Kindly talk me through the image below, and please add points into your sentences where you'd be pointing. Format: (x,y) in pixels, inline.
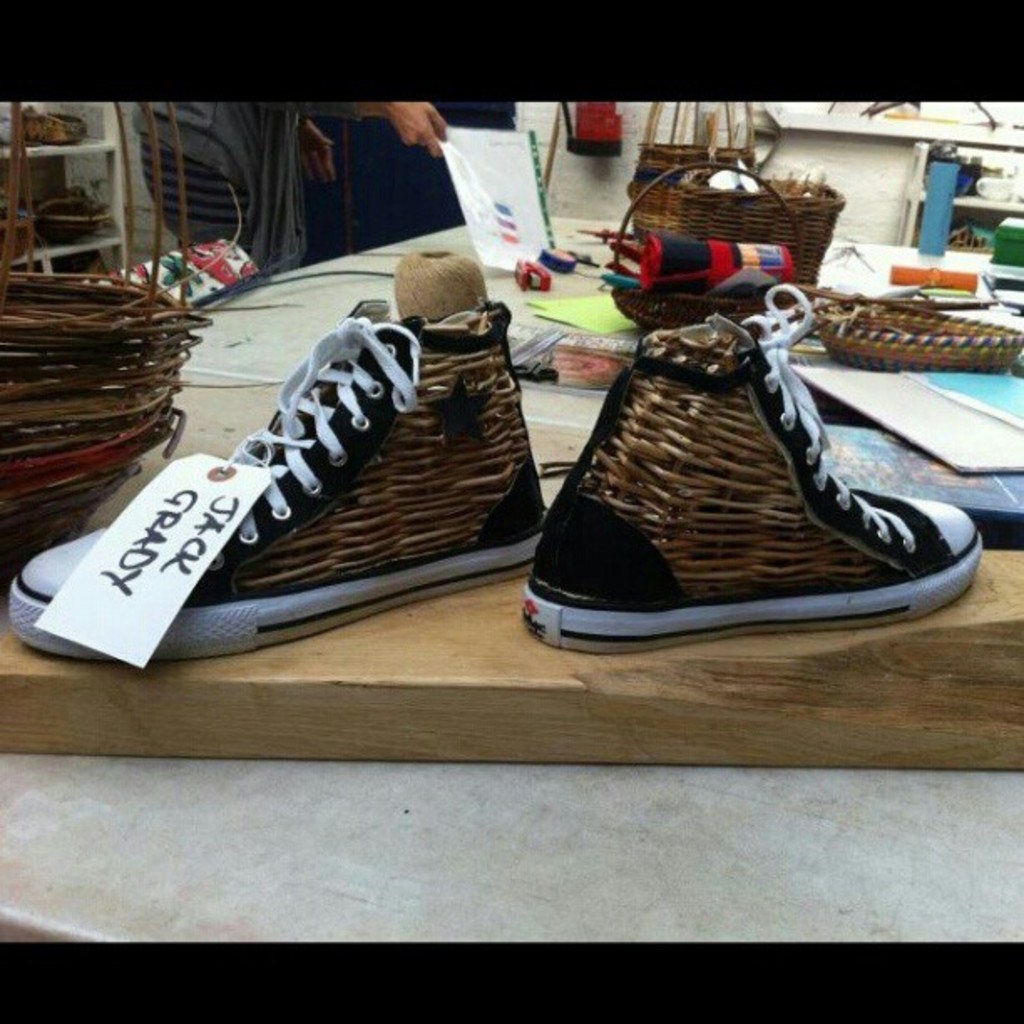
In the picture we can see a table (40,806) on it we can see a pair of shoe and behind it we can see a basket (682,164) and some things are placed on the table (494,905) and behind the table (483,895) we can see a person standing and holding a paper file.
